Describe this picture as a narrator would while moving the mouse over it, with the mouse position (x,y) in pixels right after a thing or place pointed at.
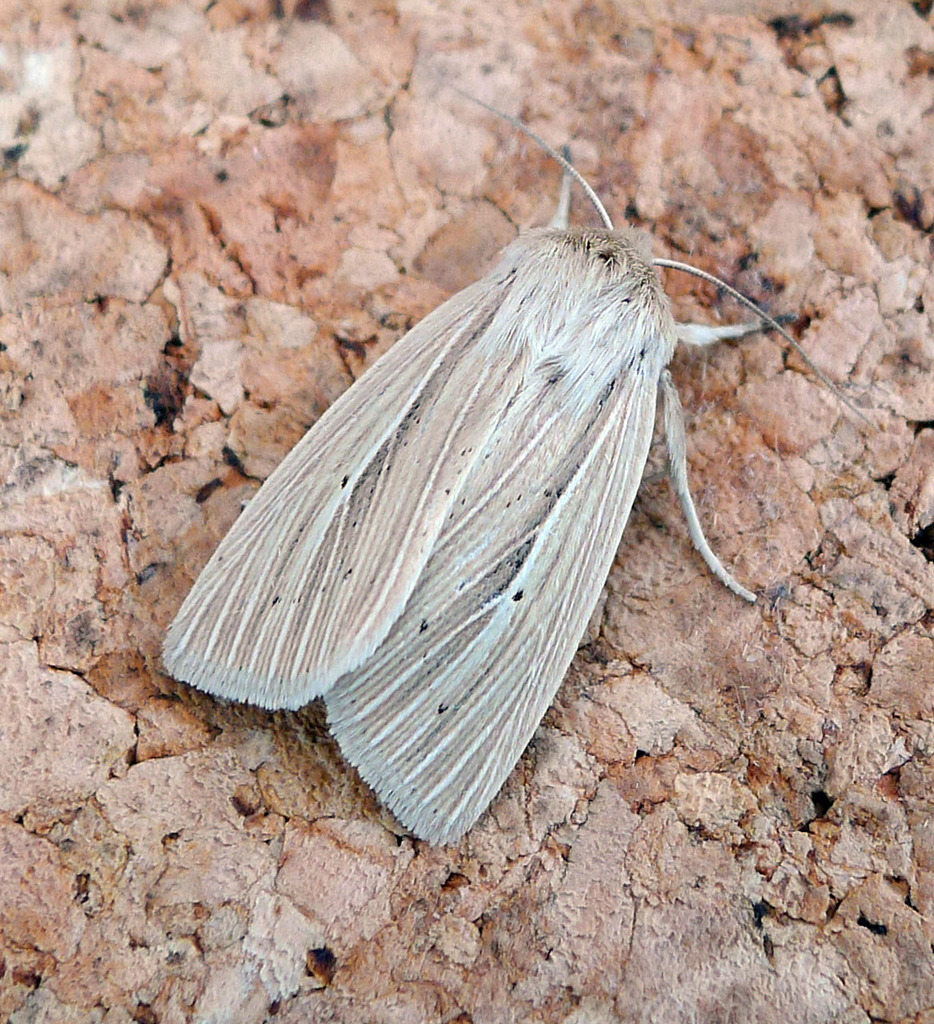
In the center of the image (463,563) we can see an insect (514,339) is present on the surface (22,316).
